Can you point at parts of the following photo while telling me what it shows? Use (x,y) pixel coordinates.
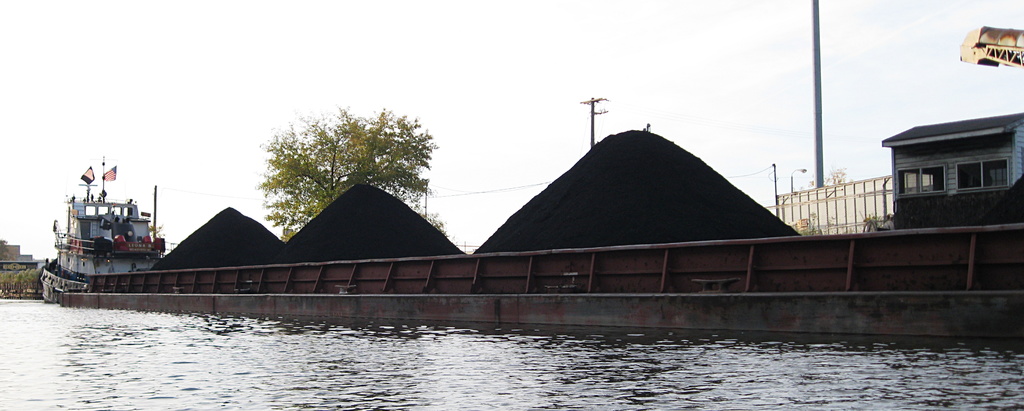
In the foreground of this picture (409,358), there is water (159,333). In the background (506,294), there are heaps of dirt (229,235), a ship (110,237), a tree (358,171), poles (591,119), a house (936,173) and the sky (384,73).
